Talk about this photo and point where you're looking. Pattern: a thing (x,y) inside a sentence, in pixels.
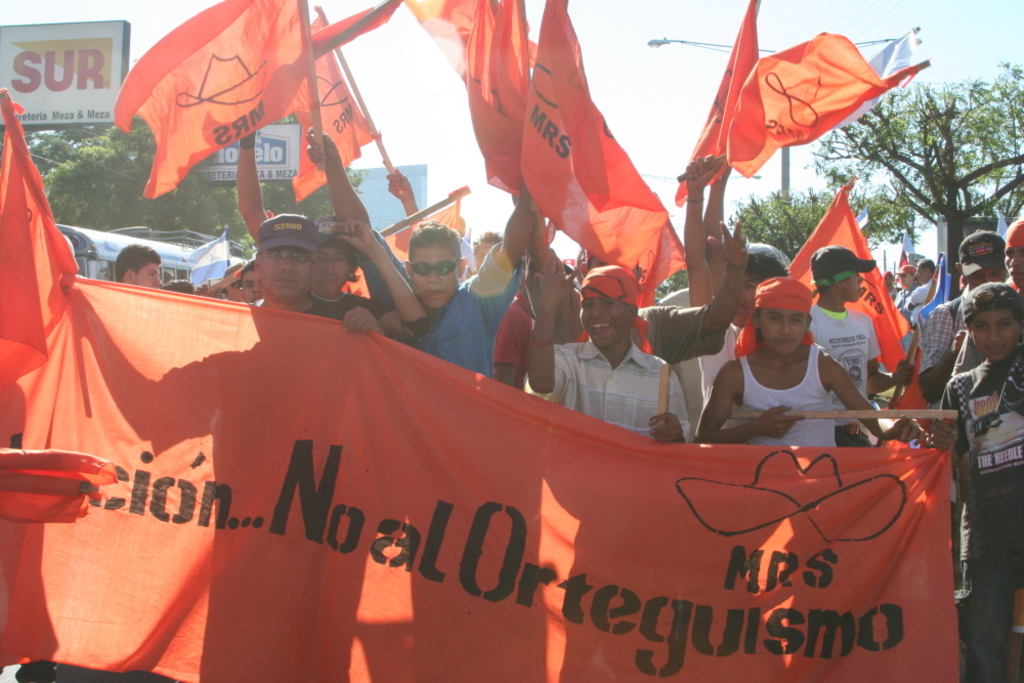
In this image, I can see a group of people (372,289) standing and holding a banner (297,454) and flags (280,109). Behind the people (263,237), there are boards (67,77), trees (236,191), a street light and a vehicle (171,255). In the background (375,61), there is the sky (366,90).
